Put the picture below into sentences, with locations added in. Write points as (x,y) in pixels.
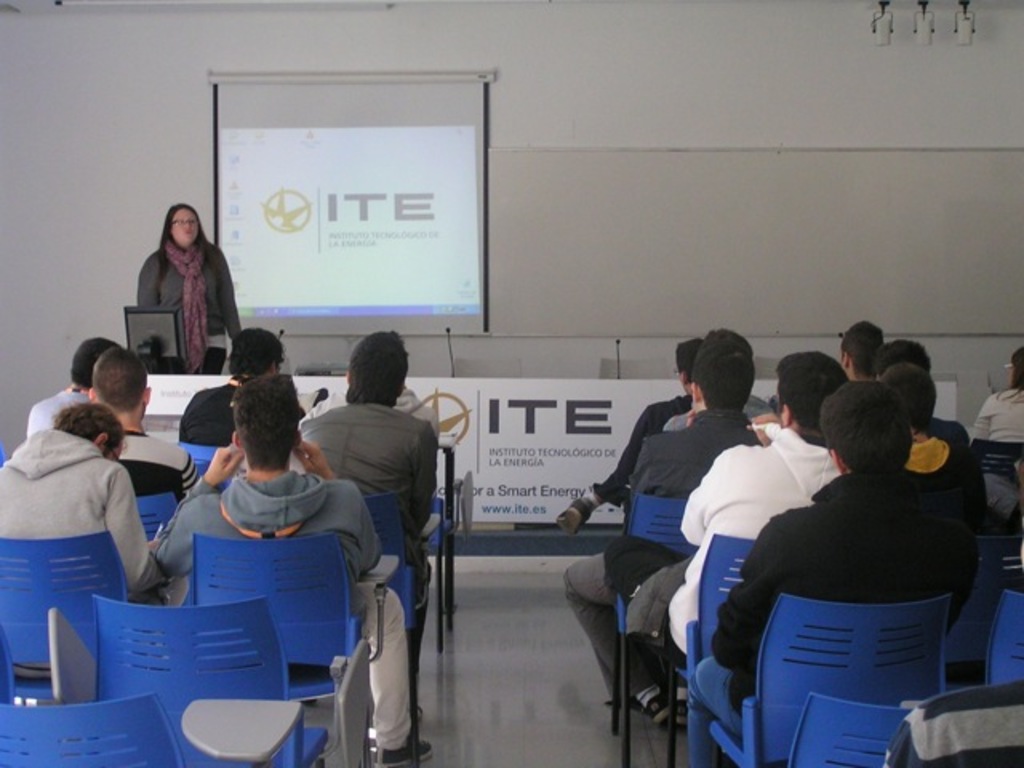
In this image I can see few people (710,353) are sitting on the chairs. I can see few mics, monitor (166,333), board (470,410) and one person (178,261) is standing. I can see the projection screen (360,135) and the board (520,295) is attached to the wall (584,73).
